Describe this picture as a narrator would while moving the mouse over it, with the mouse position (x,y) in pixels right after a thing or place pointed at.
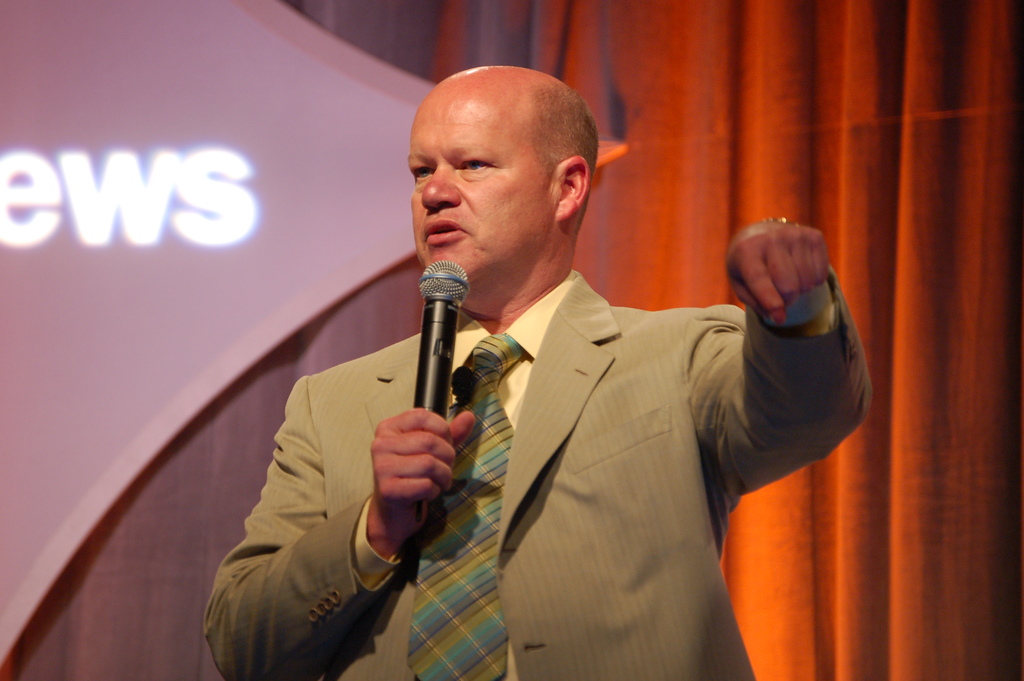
This is the picture of a man (485,438) in brown blazer (552,428) was holding a microphone (449,316) and explaining something. Behind the man (493,473) there is a curtain (757,141) and a board (296,180).
